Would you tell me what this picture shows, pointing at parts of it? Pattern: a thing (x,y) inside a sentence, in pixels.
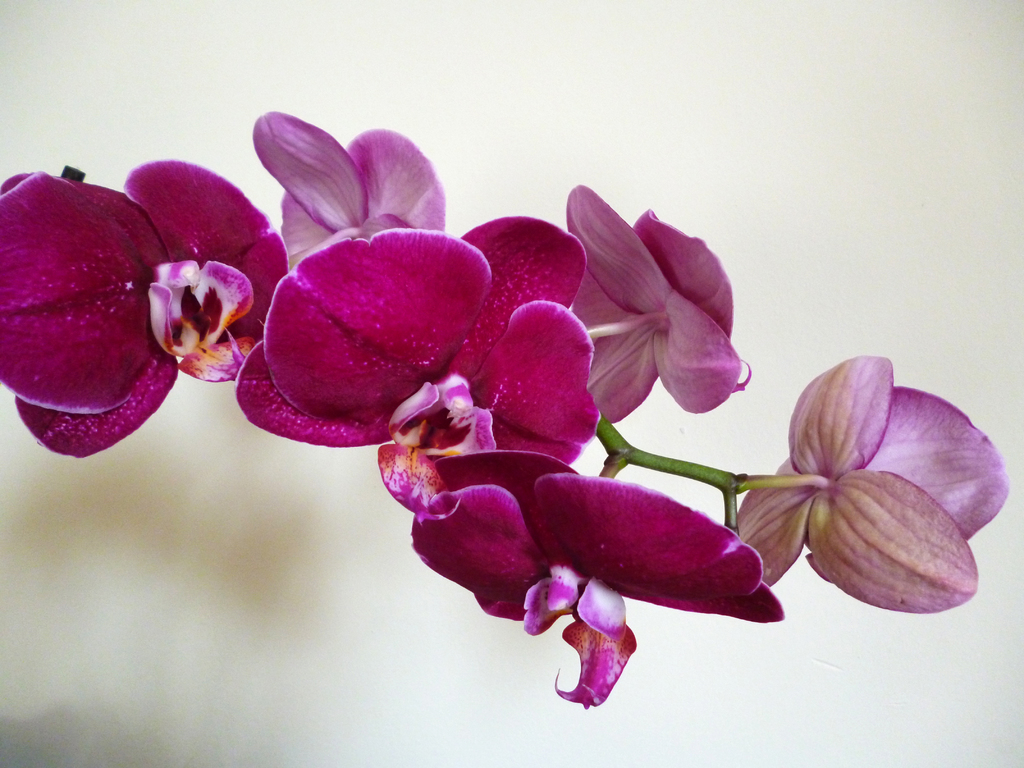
In the center of this picture (435,433) we can see the flowers (517,447) and the stems (735,482). The background of the image (757,253) is blurry.
